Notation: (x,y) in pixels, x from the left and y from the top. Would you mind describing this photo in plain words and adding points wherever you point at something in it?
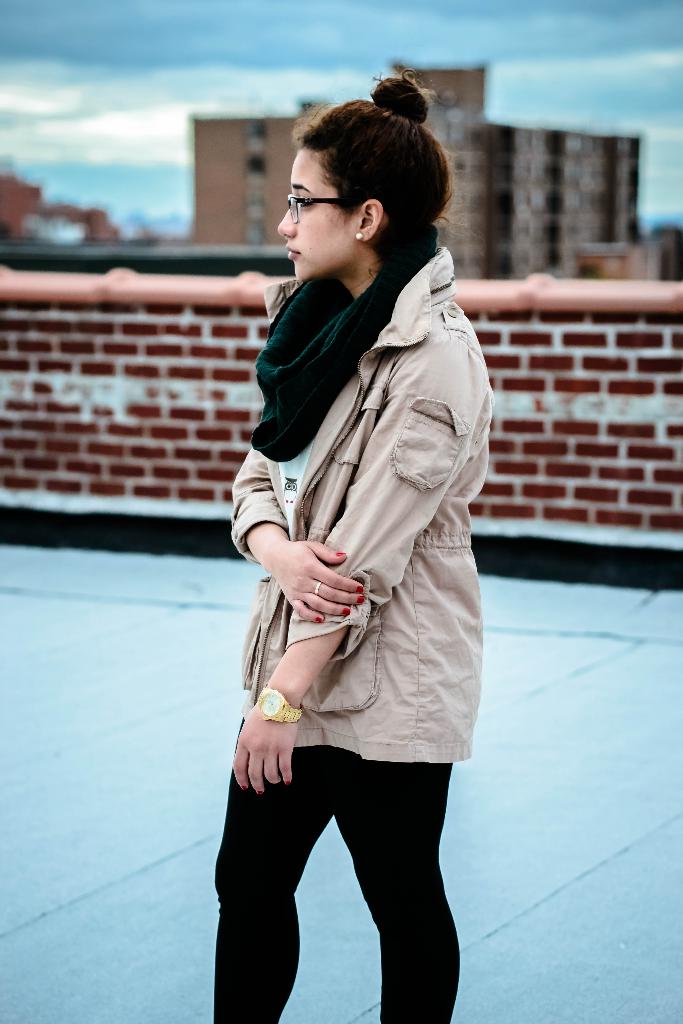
There is a woman (418,727) in black color pant (413,889), standing on the floor (175,1009). In the background (655,407), there is a brick wall (162,304), there is a building (215,135) and there are clouds (178,83) in the sky (178,83).
